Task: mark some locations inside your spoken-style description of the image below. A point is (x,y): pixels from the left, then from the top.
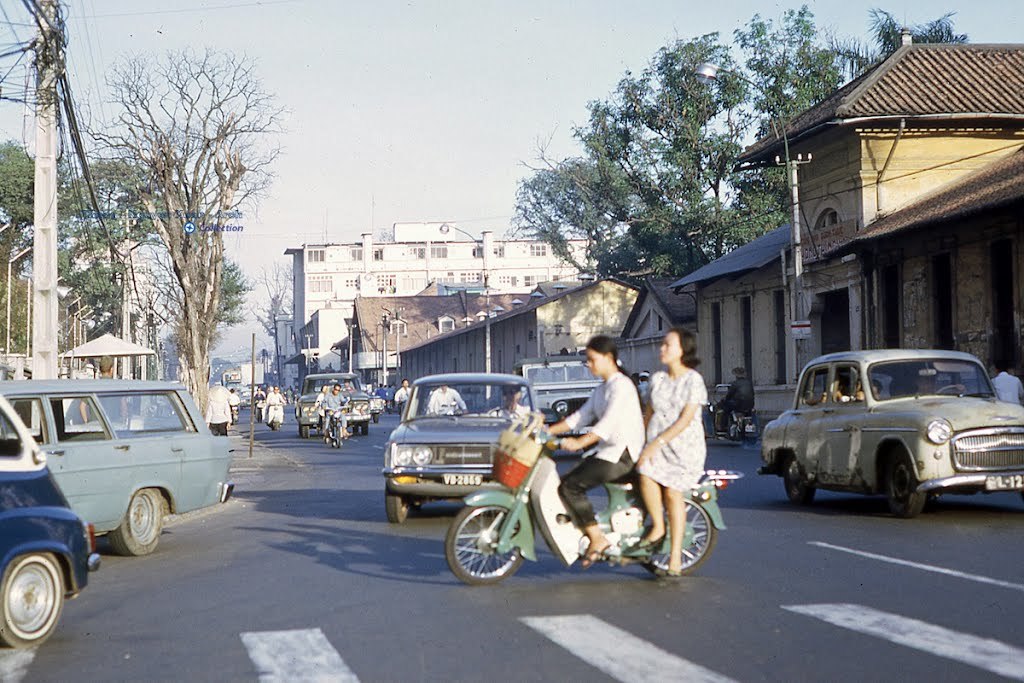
In this picture there are few vehicles (423,424) on the road (373,435) and there are few buildings (781,253) and trees (770,184) in the right corner (749,181) and there are few poles (78,332), wires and trees (195,260) in the left corner (160,279).
